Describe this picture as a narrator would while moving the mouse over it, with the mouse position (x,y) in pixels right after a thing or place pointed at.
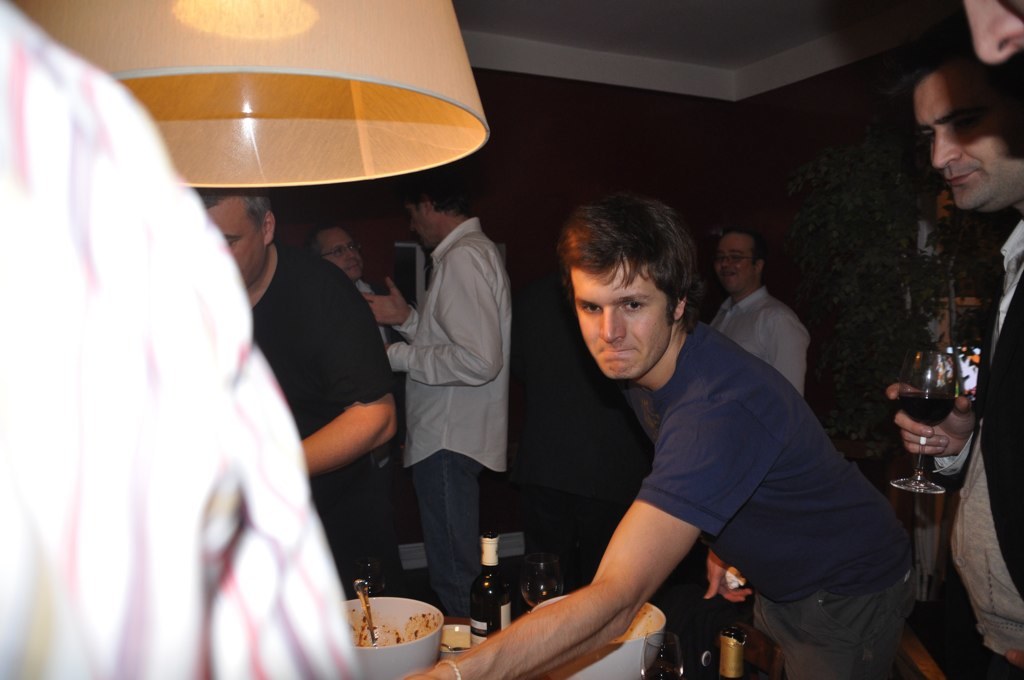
In this image, there are groups of people (757,356) standing. At the bottom of the image (564,666), I can see the bottles (502,603), wine glasses (538,585), bowls (636,659) and few other things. On the right side of the image (976,480), I can see a person (989,481) holding a wine glass (929,358). There is a tree (871,341). At the top of the image (349,145), I can see a lamp (406,37).
